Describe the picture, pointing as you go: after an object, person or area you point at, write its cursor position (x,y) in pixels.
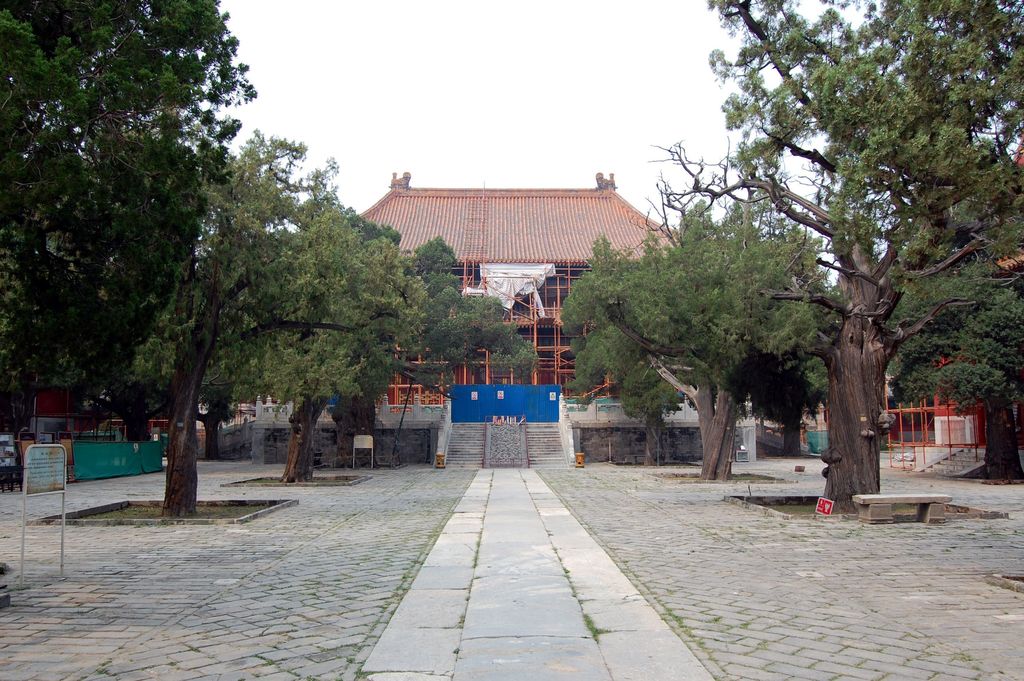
In this picture we can see a path (474,547), steps (476,450), trees (486,338), boards (497,409), building (588,262), bench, walls (582,437) and some objects (2,441) and in the background (524,78) we can see the sky (500,93).
